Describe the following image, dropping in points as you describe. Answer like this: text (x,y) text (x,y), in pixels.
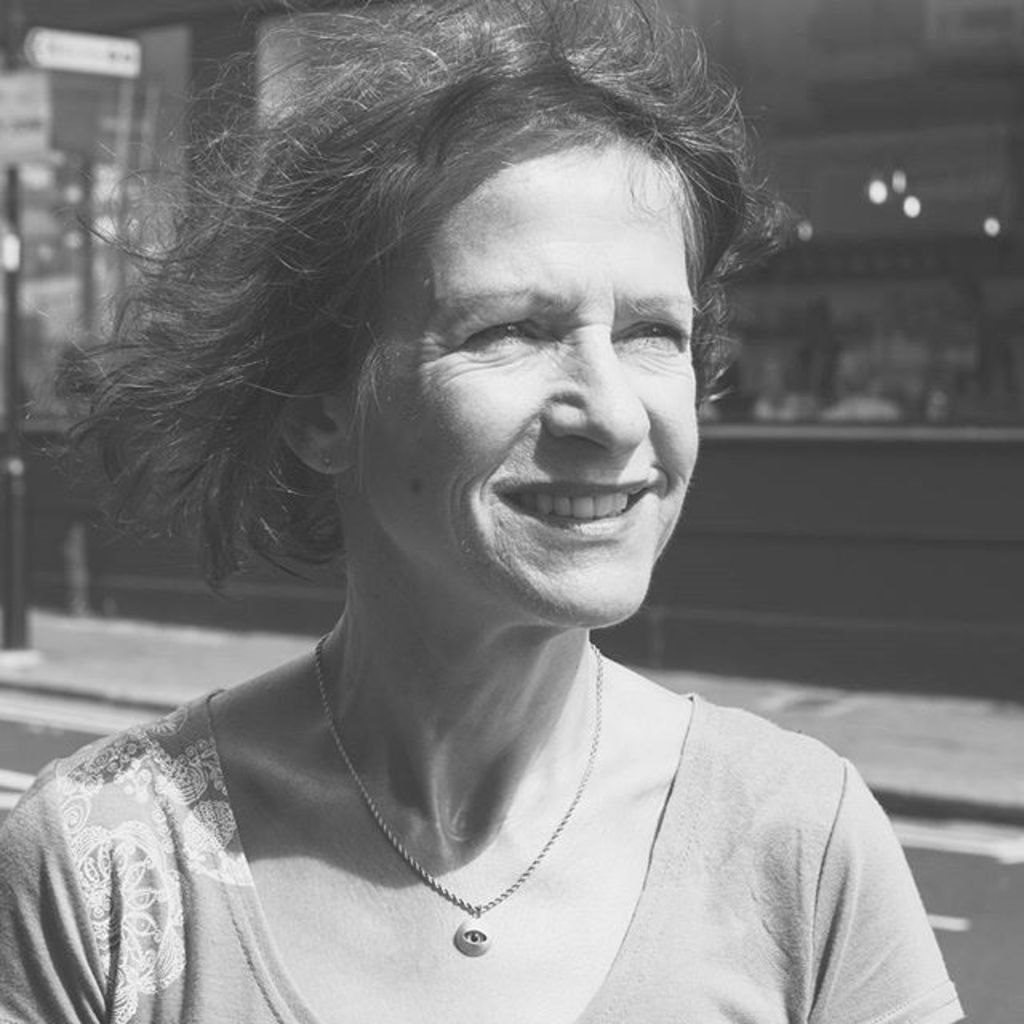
In this image I can see a woman (344,692) and I can see she is wearing necklace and top (169,862). I can also see smile (560,489) on her face (547,500) and I can see this image is black and white in colour.
